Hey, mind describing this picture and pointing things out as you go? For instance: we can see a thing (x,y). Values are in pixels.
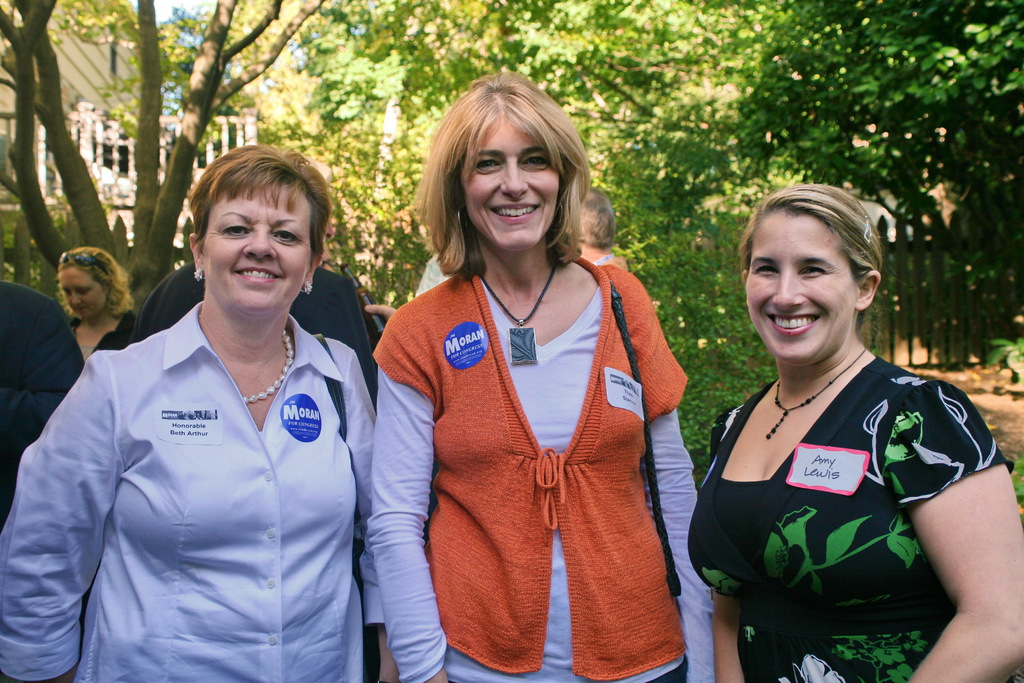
In this picture I can see there are three women (561,426) standing and they have badges (845,482) with their names (823,464) and the woman (614,461) at the center (614,358) is wearing a handbag (620,321). In the backdrop (314,298) there are few people (331,292) standing and there is a building (91,75) and trees (964,223).
